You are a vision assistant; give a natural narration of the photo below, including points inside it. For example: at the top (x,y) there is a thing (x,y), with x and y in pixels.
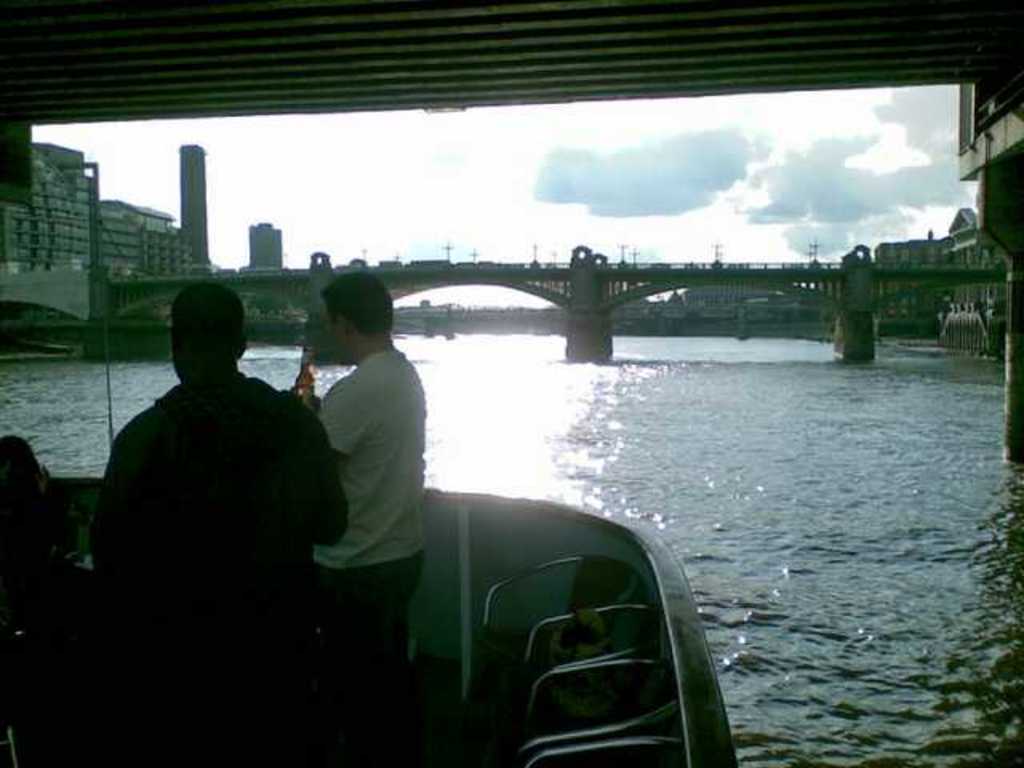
In this picture we can see there are two people (278,523) on the boat (439,559) and the boat (622,630) is on the water (956,471). Behind the boat (486,578) there is a bridge (799,282), buildings (733,298) and the sky (659,181).
